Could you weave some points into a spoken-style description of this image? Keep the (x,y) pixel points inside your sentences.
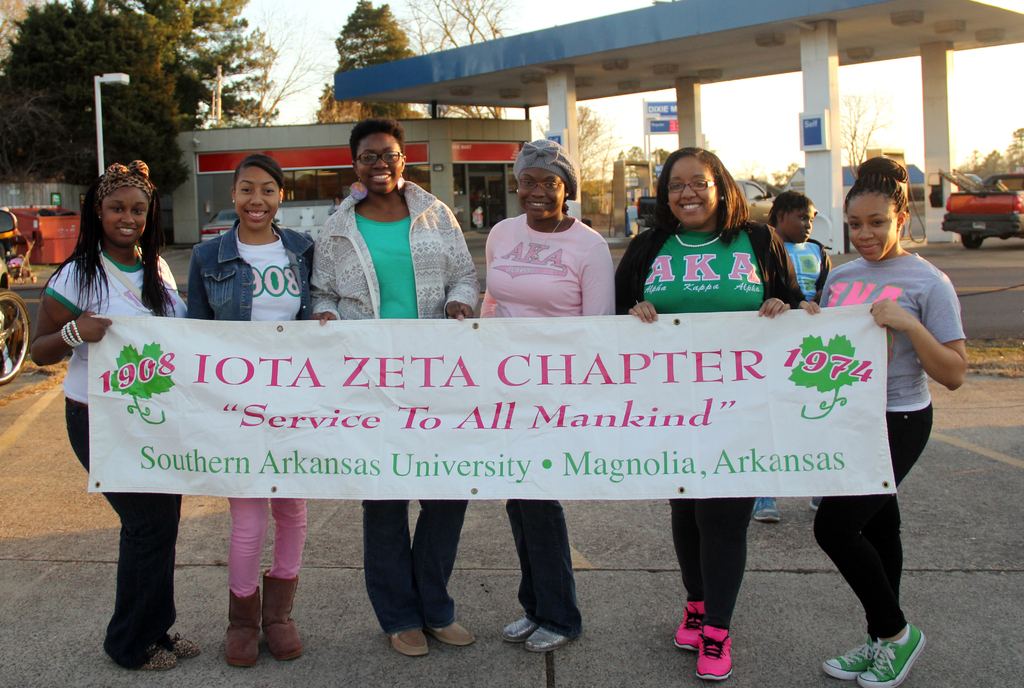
In this picture there is a group of African girls (208,317) standing and holding a white banner (597,337) in the hand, smiling and giving a pose into the camera. Behind there is a petrol bunk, red color car (969,240) and some trees (38,76) on the left side (208,41).
